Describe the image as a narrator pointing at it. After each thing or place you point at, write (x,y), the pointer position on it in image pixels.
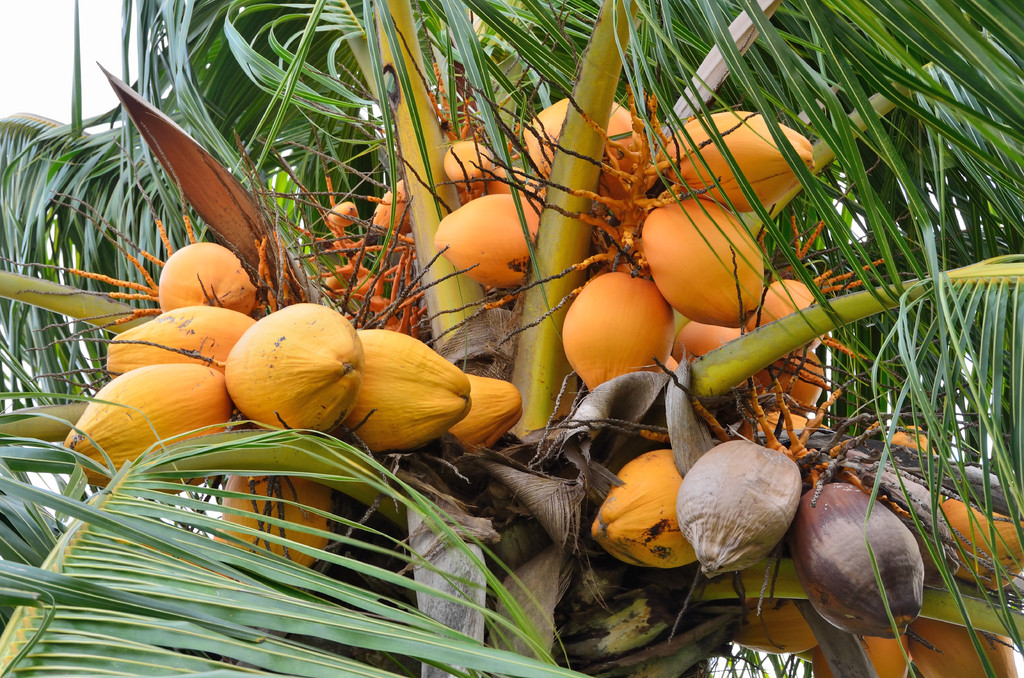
In this image we can see a tree (568,174) with fruits (486,411). We can see the sky (42,31) in the left top of the image (87,63).
